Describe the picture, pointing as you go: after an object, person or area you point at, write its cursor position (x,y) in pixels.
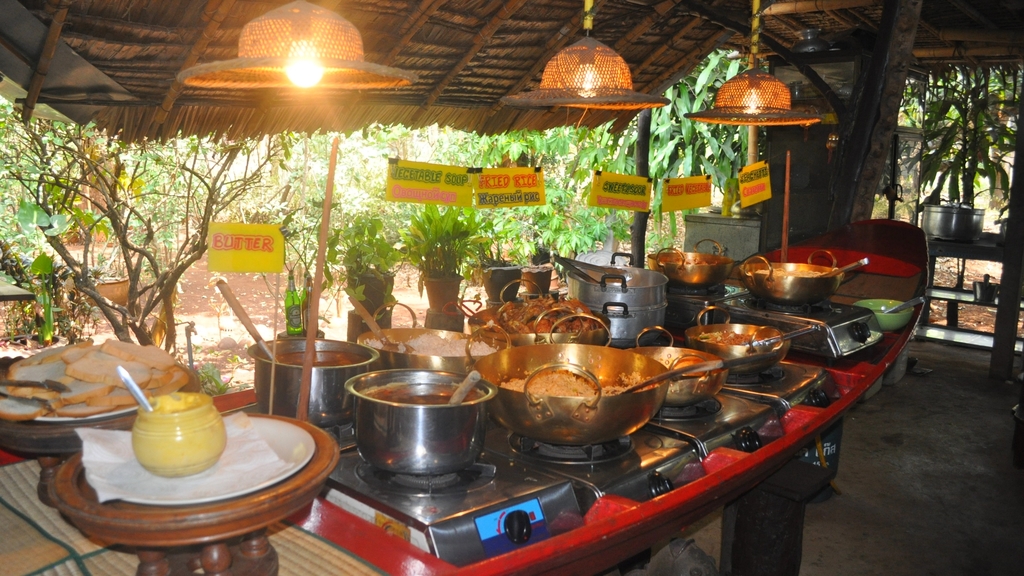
In the front of the image (266,231) there are lights (248,52), boards (592,188), tables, stoves (573,464), food containers (594,315), jar (197,420), food (195,402), bottles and things (124,483). In the background of the image (54,157) there are trees (67,154) and plants (576,221).
